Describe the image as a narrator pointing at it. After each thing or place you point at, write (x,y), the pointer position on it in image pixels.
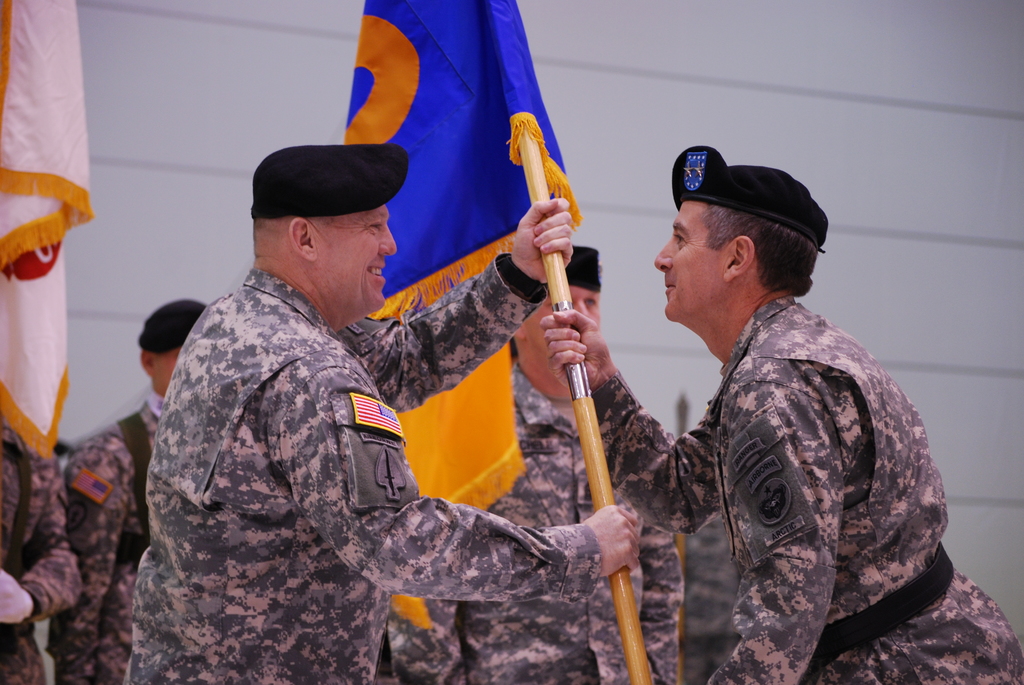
In this image in the foreground (611,359) there are two persons (625,409) who are smiling, and they are holding a flag (430,140). And in the background (20,502) there are some people (50,495), flag (46,82) and wall (868,130).
